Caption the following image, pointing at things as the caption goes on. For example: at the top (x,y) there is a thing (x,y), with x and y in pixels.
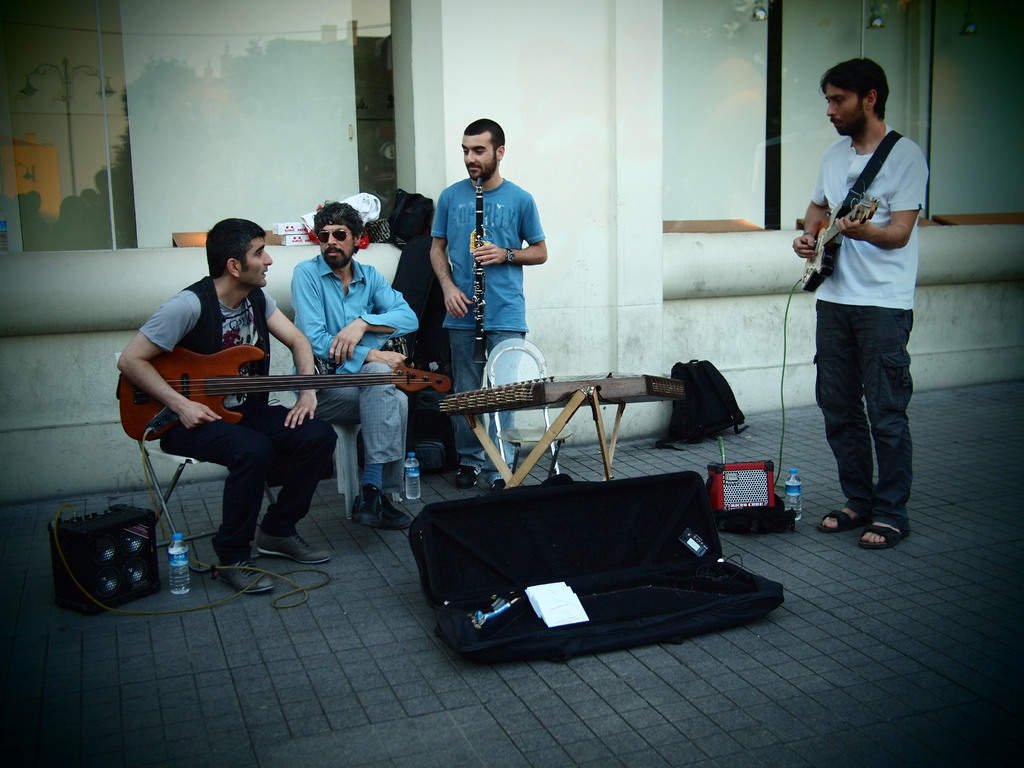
Here we can see both are sitting on the chair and one is holding guitar (204,387) in his hands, and both are standing on the floor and holding musical instruments (481,239) in their hand (496,251), and at back (585,52) here is the pillar (592,69), and here are some objects (628,593).
